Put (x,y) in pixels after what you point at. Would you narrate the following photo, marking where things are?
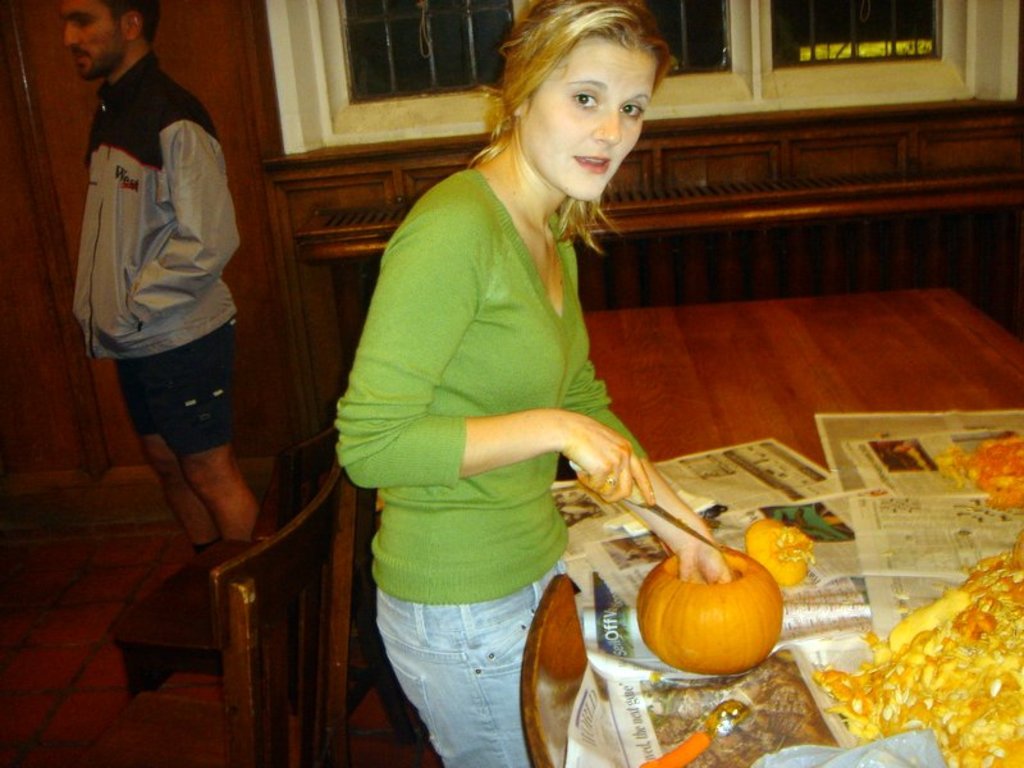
In this image, we can see a table (805,412), on that table (873,347) there are some newspapers (722,460), there is a woman (414,298) standing, she is holding a knife (682,525), at the left side (250,571) there is a man (145,260) standing and there are some chairs (216,665), at the background (950,63) there are some white color windows (495,29).
